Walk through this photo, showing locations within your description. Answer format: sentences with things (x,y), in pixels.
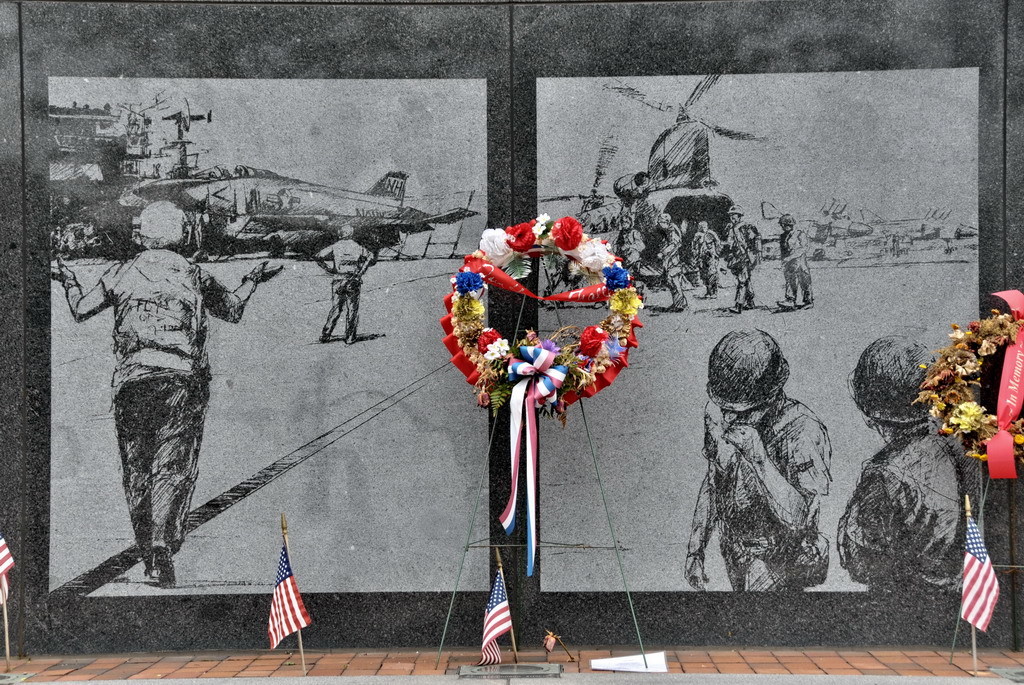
In this image we can see drawings (464,225) of helicopter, persons (723,396) and sky (480,138). At the bottom of the image (999,598) we can see flags (4,609). In the center of the image (554,337) there is garland (552,301).
